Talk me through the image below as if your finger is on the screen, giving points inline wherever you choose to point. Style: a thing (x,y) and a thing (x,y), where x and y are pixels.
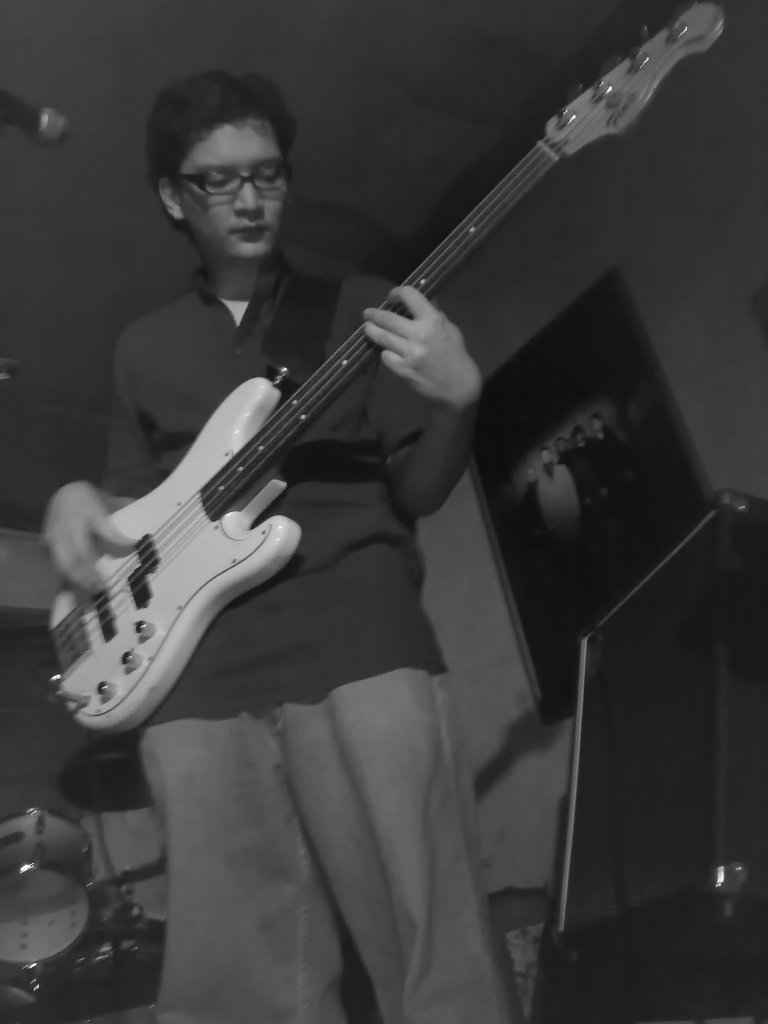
This is a black and white picture where we can see a photo frame (633,480) on the background (599,486). Here we can see one man (418,722) standing in front of a mike (60,124) and playing a guitar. Behind to him there are drums (92,889).
